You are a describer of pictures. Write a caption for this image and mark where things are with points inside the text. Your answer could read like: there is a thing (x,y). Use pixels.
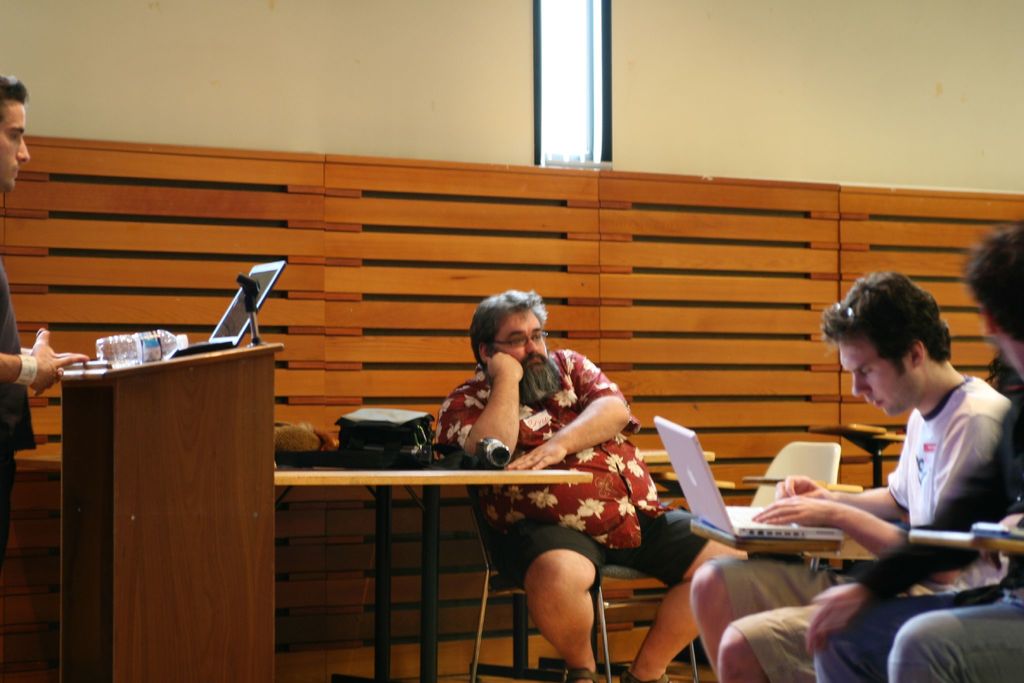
Person (6,137) on the left (11,167) is standing. In front of him there is a stand (136,426). On the stand (154,377) there is a bottle (164,335), laptop (220,331) and a mic stand (254,327). There are some persons (961,450) sitting. On the right (953,464) a person (924,478) is working on the laptop (740,521). There are tables (438,513), chairs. On the table (455,478) there is a camera (488,455) and a bag (411,433). In the background (428,250) there is a wooden wall (619,248) and light (579,60) is over there.
